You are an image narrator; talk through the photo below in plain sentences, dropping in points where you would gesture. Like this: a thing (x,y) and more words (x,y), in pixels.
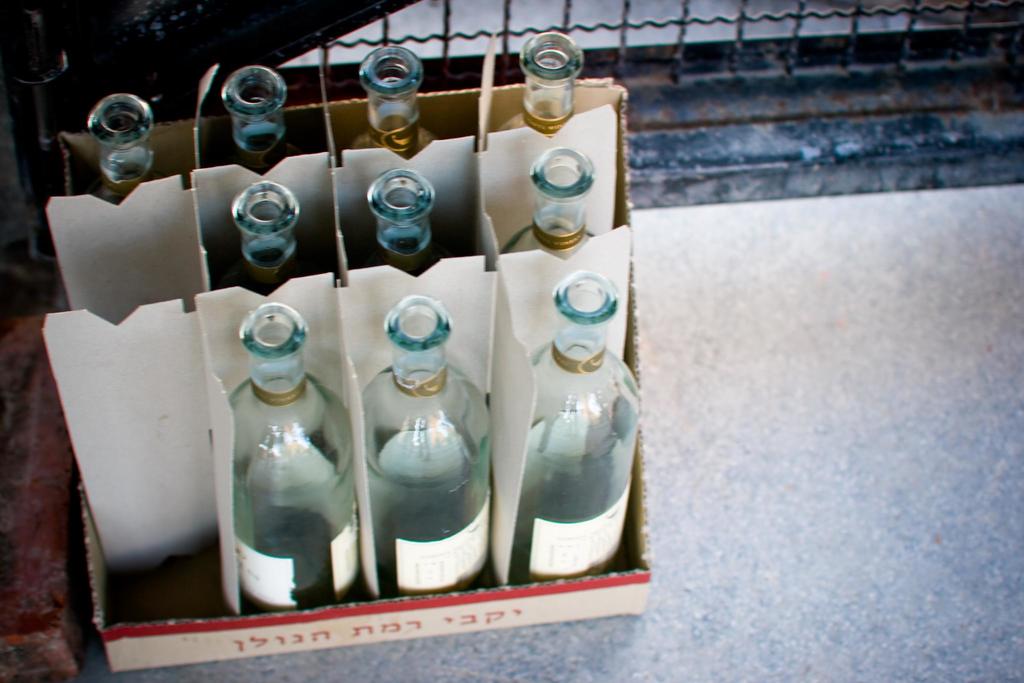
These are the bottles (397,68) in a box (190,536) behind them there is an iron fencing (746,84).
